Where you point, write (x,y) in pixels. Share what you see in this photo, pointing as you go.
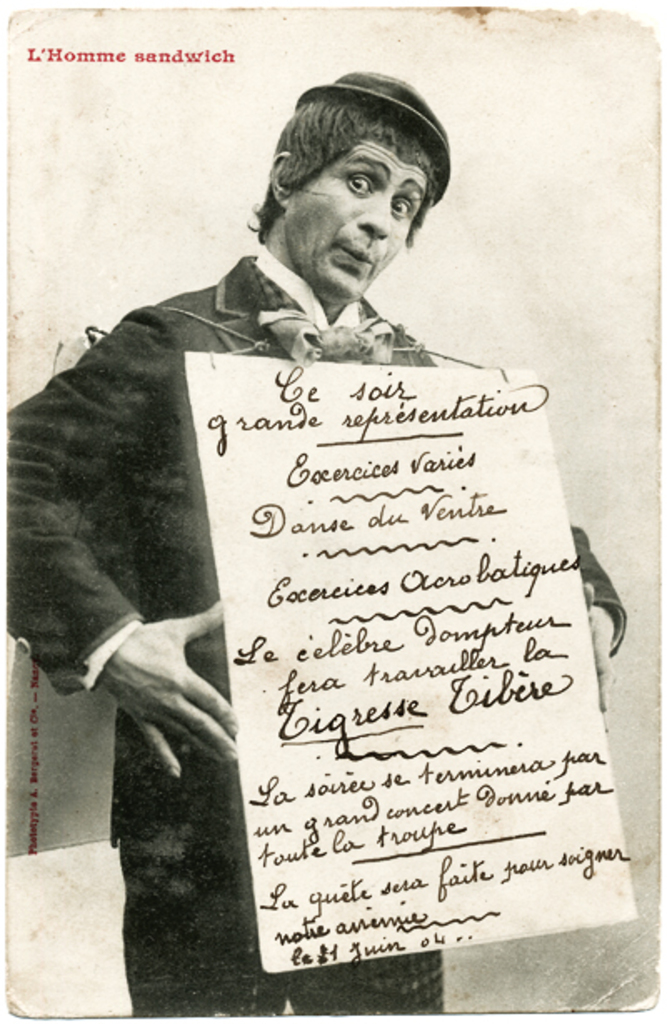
In this image we can see black and white picture of a person (376,253) holding a board (384,524) with some text (429,770) on it.
